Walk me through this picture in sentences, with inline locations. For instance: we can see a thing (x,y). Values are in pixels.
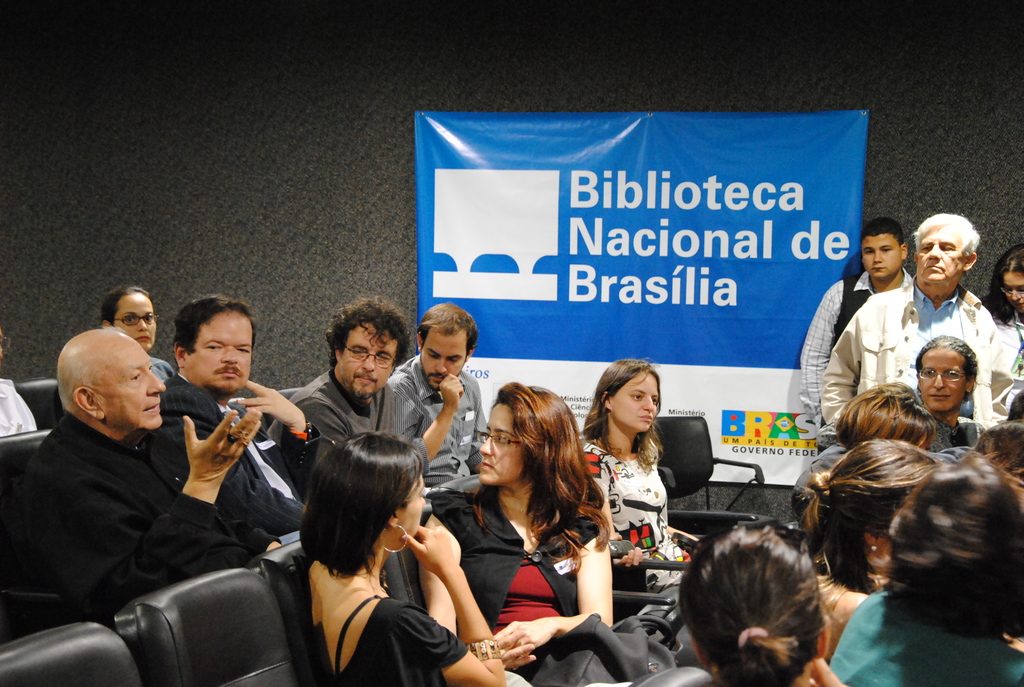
This picture is taken inside the room (549,488). In this image, we can see a group of people (356,403) sitting on the chair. On the right side (892,362), we can see three people (876,275) are standing. In the background (558,147), we can see a hoarding (663,117) which is attached to a black color wall (910,186).
